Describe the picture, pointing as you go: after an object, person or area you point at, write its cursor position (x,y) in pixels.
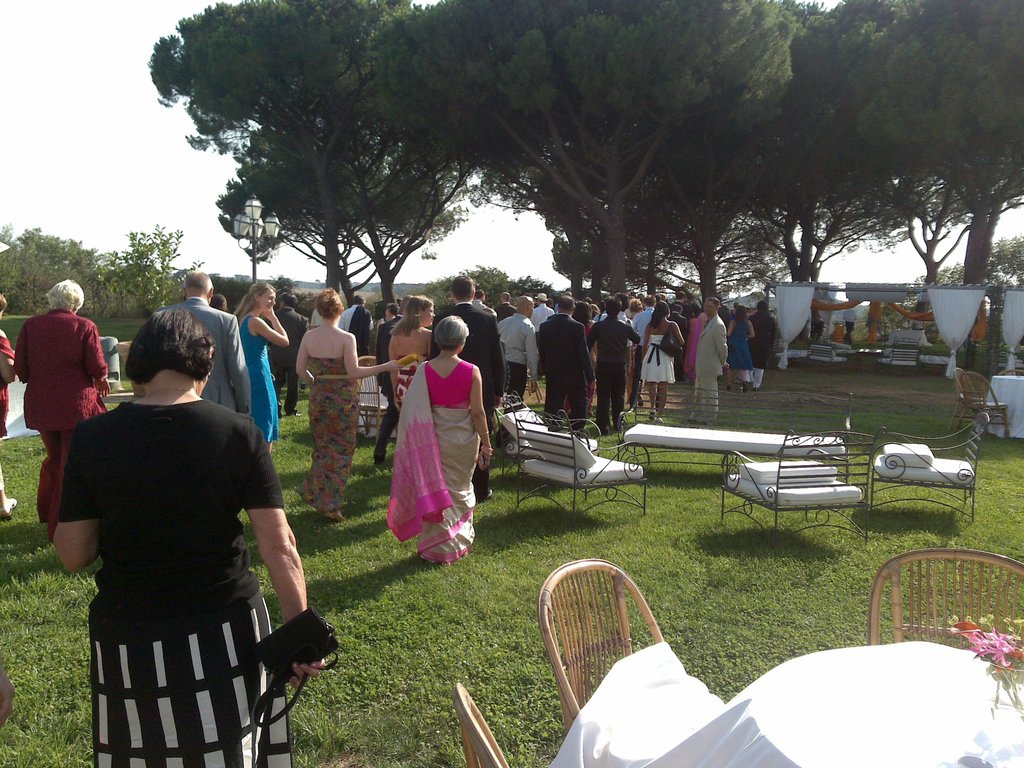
There are group of people (422,333) standing. These are the chairs (829,445) with the cushions (839,487) on it. These are the trees (494,172). I can see the curtains (781,287) hanging. This is the table (870,739) covered with a white cloth (696,722). I can see a flower vase (1002,659), which is placed on the table (827,698). This is a light pole (253,254). Here is the grass (436,614).
